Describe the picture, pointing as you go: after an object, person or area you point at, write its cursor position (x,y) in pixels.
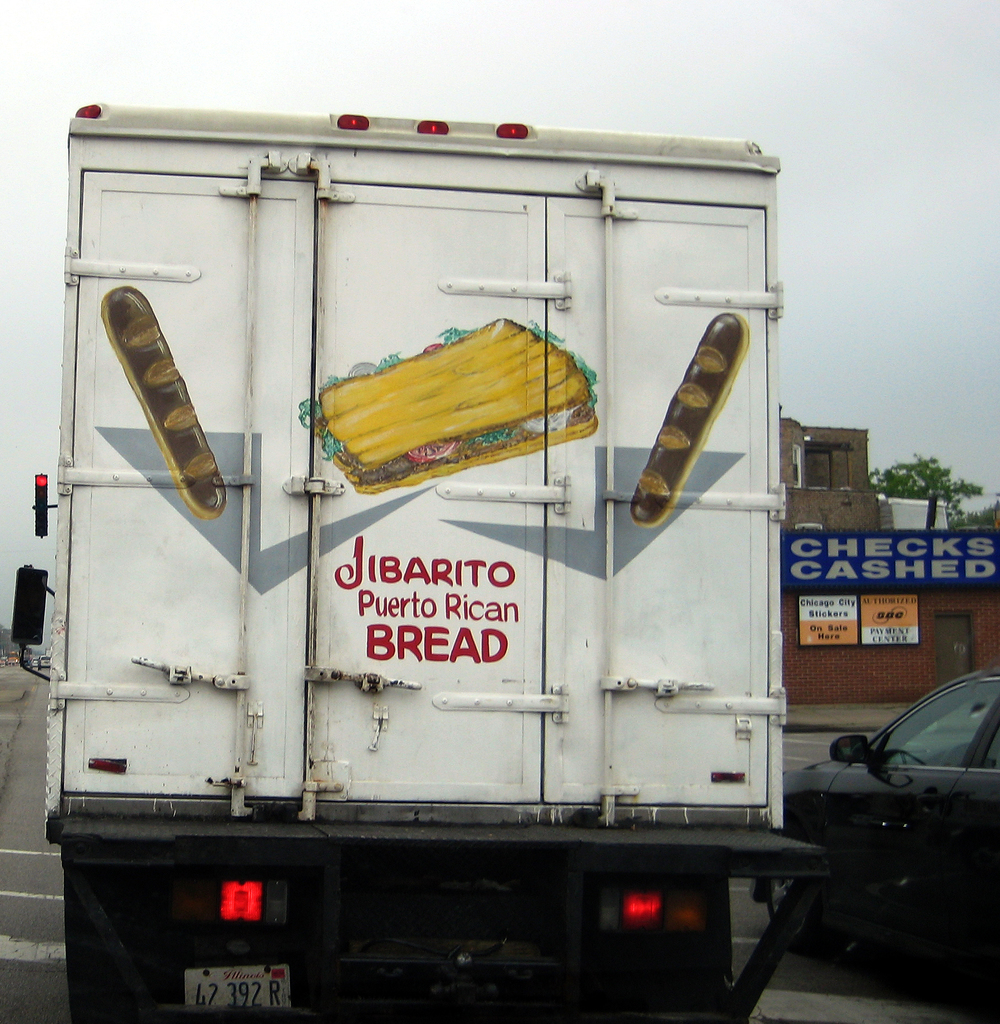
In the picture we can see the backside of the truck (94,676) with white color box (705,766) and on it we can see an advertisement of bread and beside the truck (392,927) we can see a car (903,766) which is black in color and in front of the truck (448,878) we can see a traffic light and in the background (862,38) we can see a sky (510,15).
